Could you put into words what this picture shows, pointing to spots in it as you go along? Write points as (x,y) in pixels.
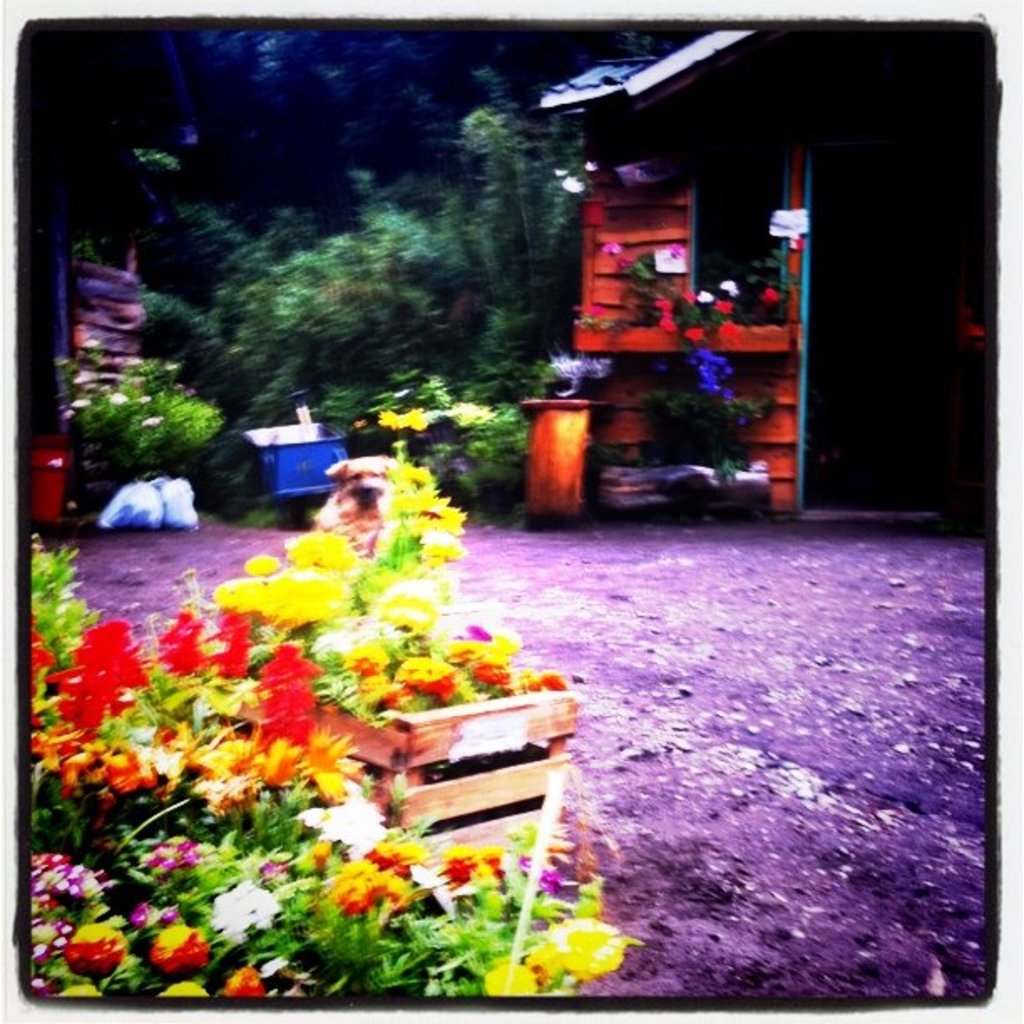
In this image there is a wooden house (685,285), in front of the wooden house (746,382) there are few flower pots (525,457), plants (286,679) and there are few objects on the surface (130,576). In the background (292,326) there are trees (212,294).
